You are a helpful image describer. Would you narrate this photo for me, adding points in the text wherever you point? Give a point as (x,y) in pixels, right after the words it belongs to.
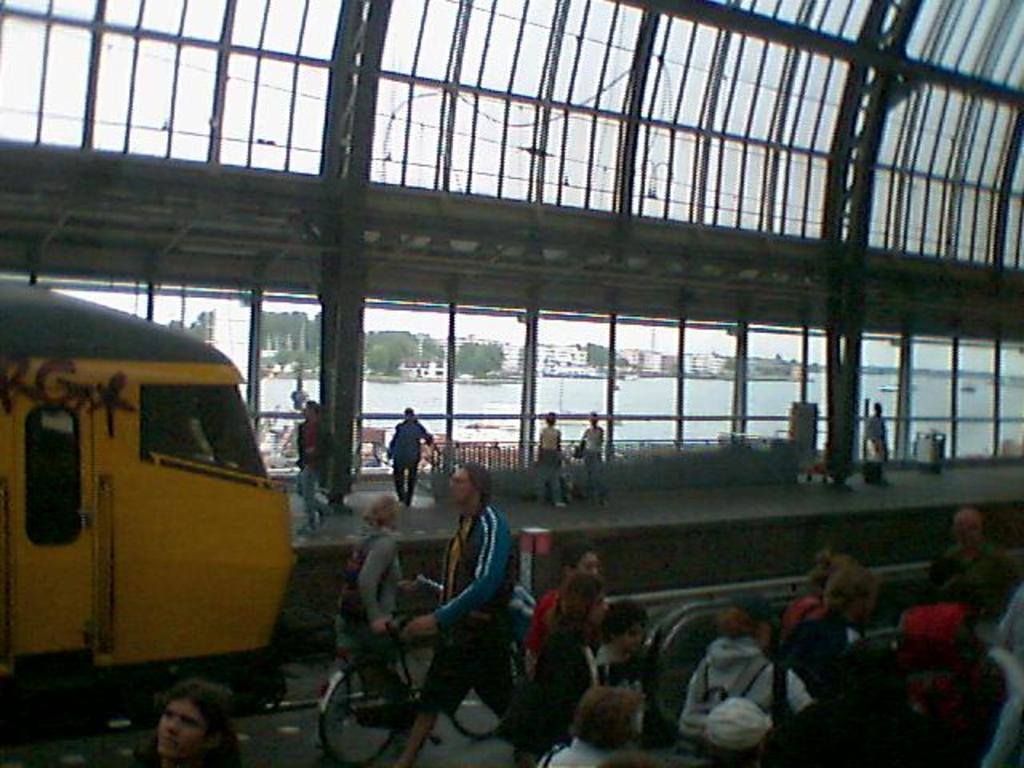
In this image we can see a train (199,364) on the track (262,708). Here we can see a few people (879,438) on the platform (417,520). Here we can see a woman (493,555) a bicycle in her hand (430,624). Here we can see the glass windows (562,379). In the background (768,360), we can see the ocean (693,403), buildings (639,368) and trees (500,361).
